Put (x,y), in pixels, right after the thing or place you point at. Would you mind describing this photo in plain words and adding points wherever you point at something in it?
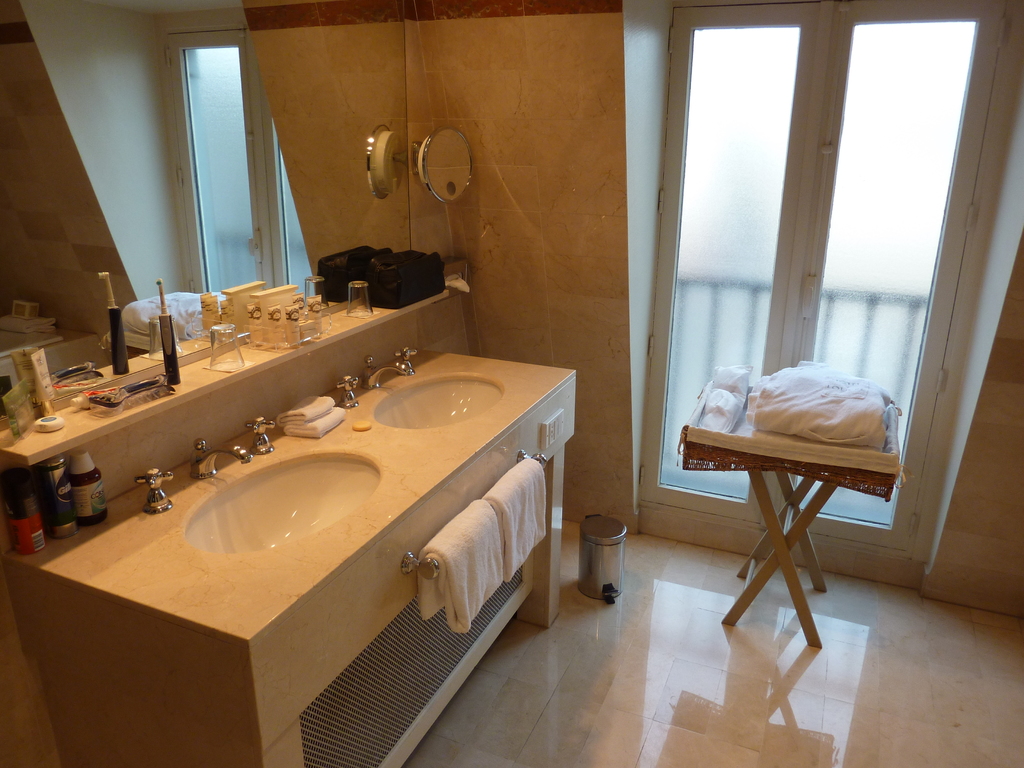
In this image on the left side (253,515) there are wash basins (317,507), taps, towels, bottles (90,478), soaps (280,314), mirror (145,323), creams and some other objects (217,354). And on the right side (744,461) there is one table (741,449), on the table (735,437) there are some clothes (773,388) and in the background (685,406) there are glass windows (835,97), wall (617,259). And at the bottom (583,633) there is floor (655,596), on the floor (631,562) there is dustbin (597,555).
